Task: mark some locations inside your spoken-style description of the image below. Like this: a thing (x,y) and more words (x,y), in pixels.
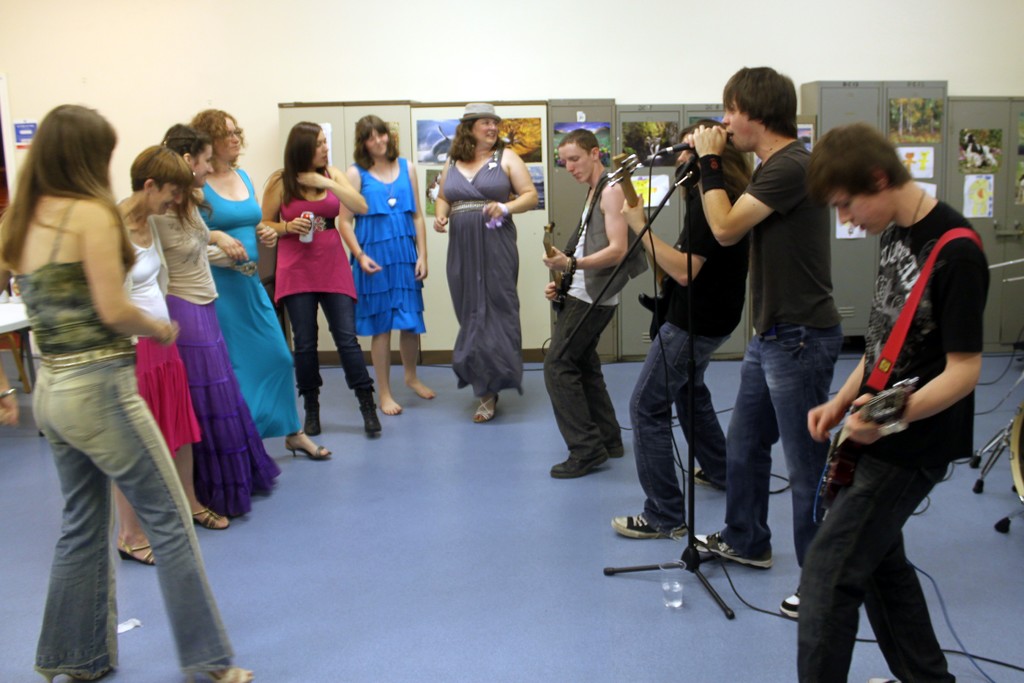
In the background (609,41) we can see a wall (518,41) and cupboards (1004,169) with posters (912,175) on it. Here we can see women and men (768,254) standing on the floor (647,589). Here we can see a glass (668,593) of water (668,591) on the floor (634,597). At the right side (897,366) we can see few people (685,297) playing musical instruments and these are mike's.
